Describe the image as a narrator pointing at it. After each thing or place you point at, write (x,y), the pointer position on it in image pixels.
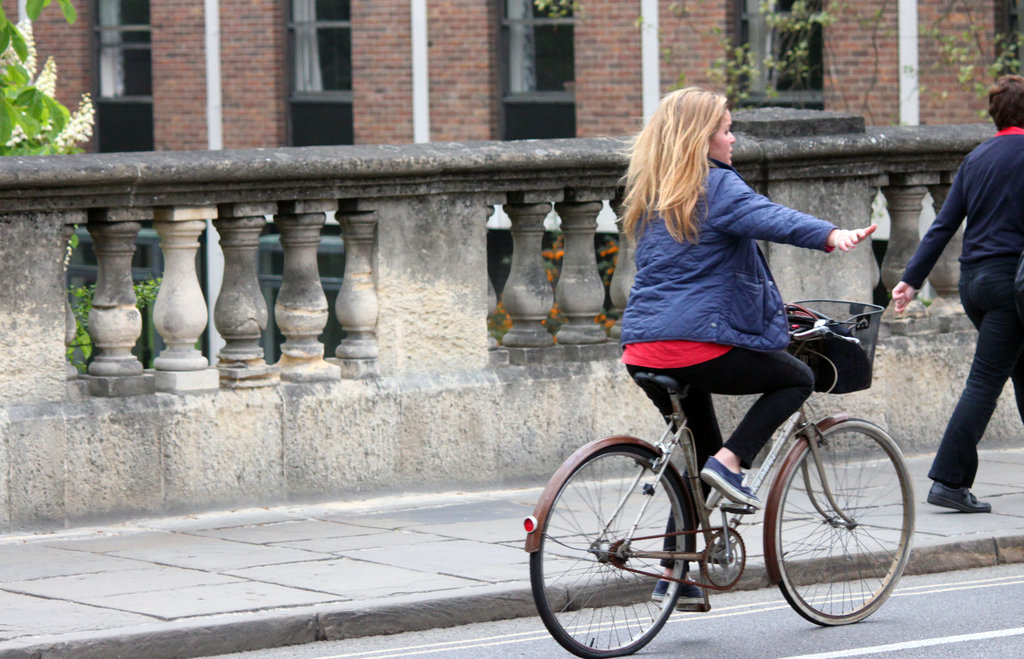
In this picture we can see a woman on the bicycle (825,468). This is road (951,608) and there is a person (978,329). On the background (356,85) there is a building (425,95).
